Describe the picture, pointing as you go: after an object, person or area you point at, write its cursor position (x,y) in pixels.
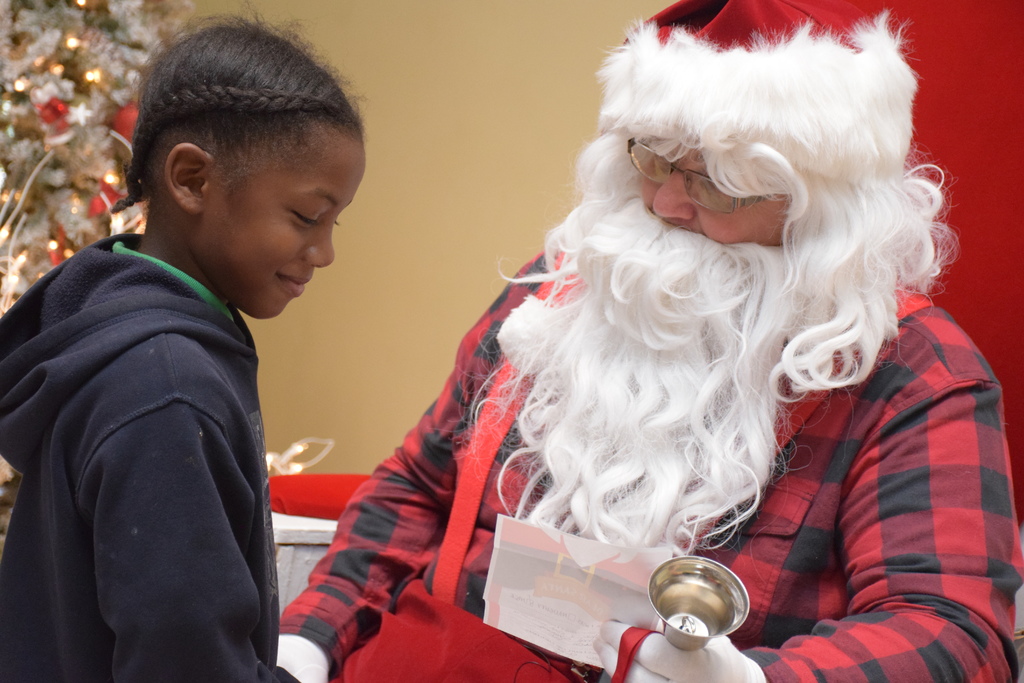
This is the picture of a person (692,332) who is in white and red cap (751,87), white mustache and also we can see the other person (214,253) and a tree (77,161) which is decorated with some lights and other things (64,100).
